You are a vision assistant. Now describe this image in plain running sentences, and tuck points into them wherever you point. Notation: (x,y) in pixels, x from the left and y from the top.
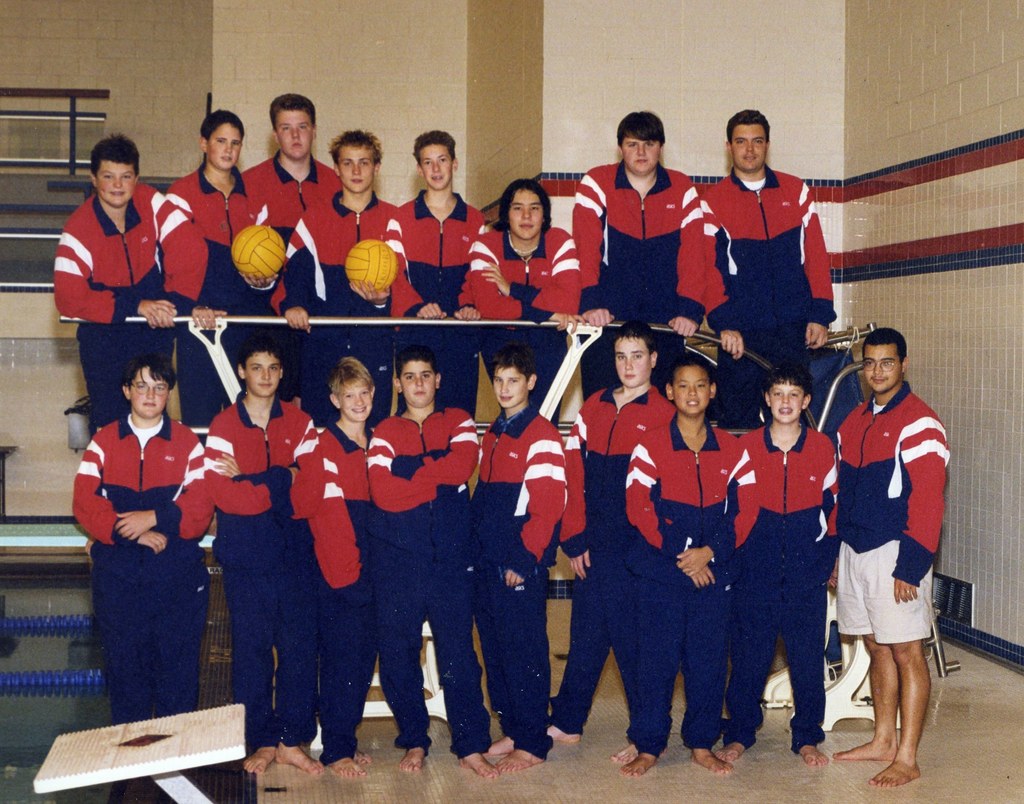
In this image there are group of kids (608,462) posing for the picture. There are few kids (636,519) standing on the floor (612,677), while the other people (338,328) are standing behind them. There are two boys (327,231) who are holding the two balls (355,254). In the background (368,91) there is a wall (365,77). On the left side (160,739) bottom there is a board (127,771).
